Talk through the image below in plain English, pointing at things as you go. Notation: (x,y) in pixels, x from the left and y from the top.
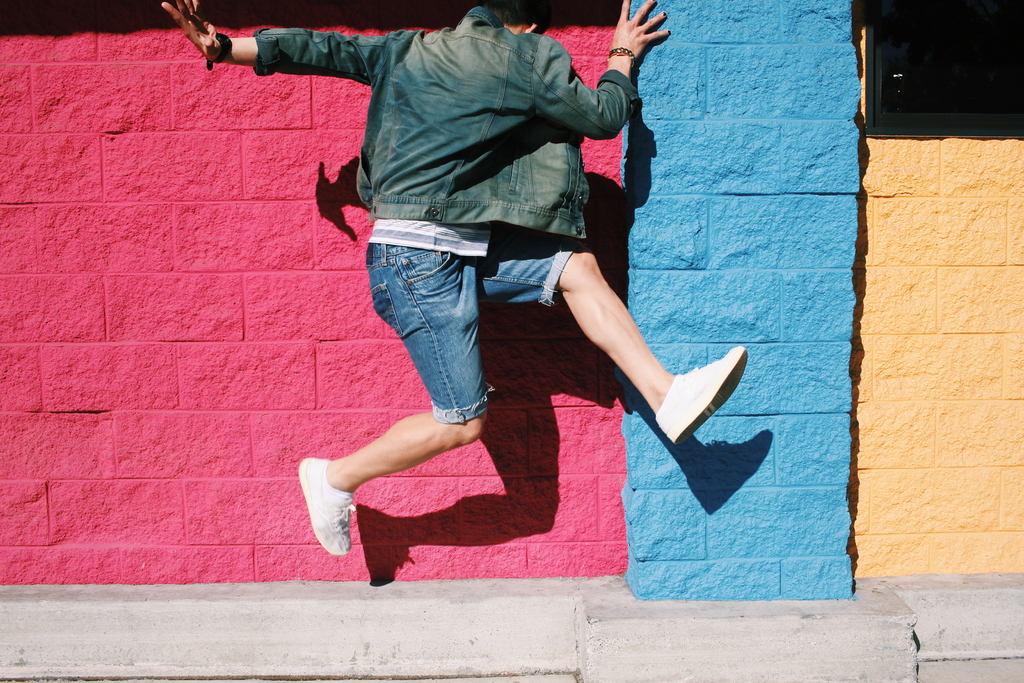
In the image there is a person (391,60) in denim jacket (437,75) and shorts (455,385) jumping and behind him there is colorful wall (270,282).
